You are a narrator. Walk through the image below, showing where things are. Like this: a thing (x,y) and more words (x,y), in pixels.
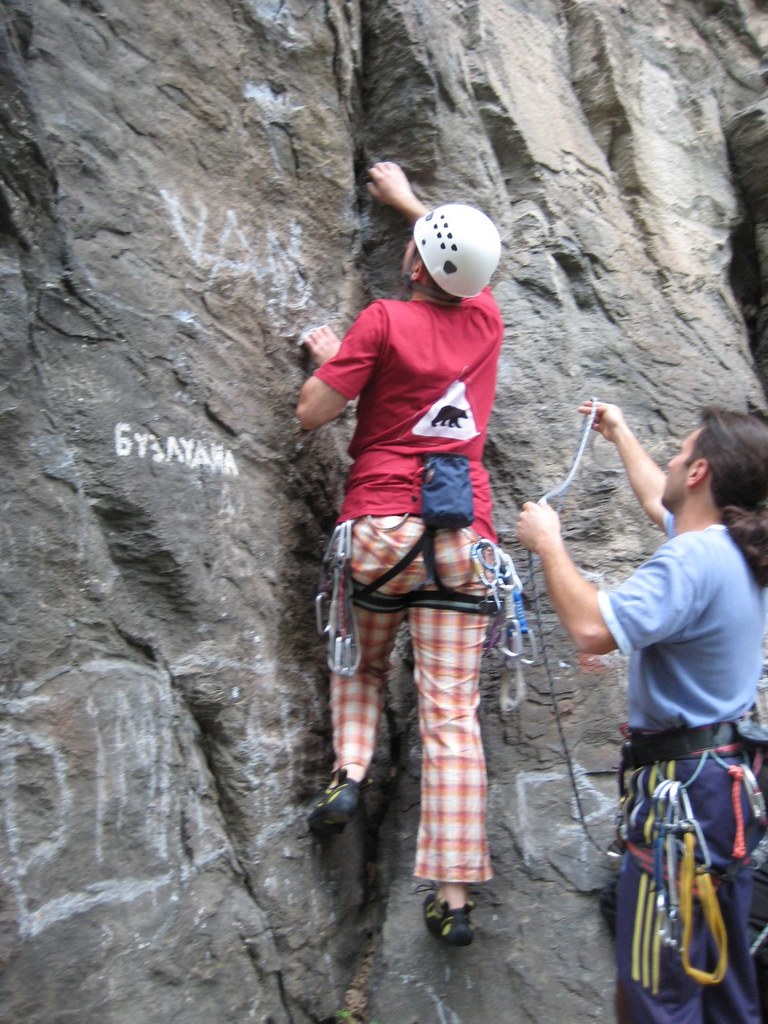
In this image we can see a person (390,456) climbing the mountain (228,258) and a person (669,486) standing in front of the mountain (533,435) and holding the rope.
